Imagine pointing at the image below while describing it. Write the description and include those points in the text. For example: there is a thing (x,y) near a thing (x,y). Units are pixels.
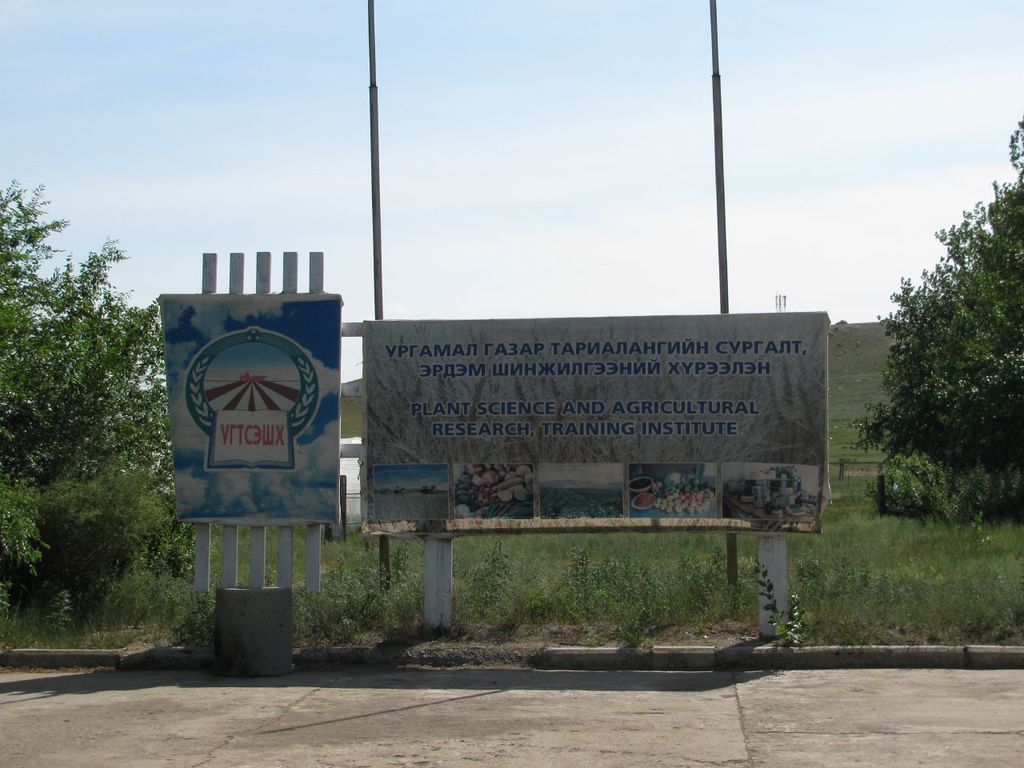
In this image, we can see boards (386,457) with poles (257,526), plants (62,617), grass (999,551), trees (1001,408). At the bottom (626,701), there is a walkway (321,692). Background (515,234) we can see the sky (570,200).
